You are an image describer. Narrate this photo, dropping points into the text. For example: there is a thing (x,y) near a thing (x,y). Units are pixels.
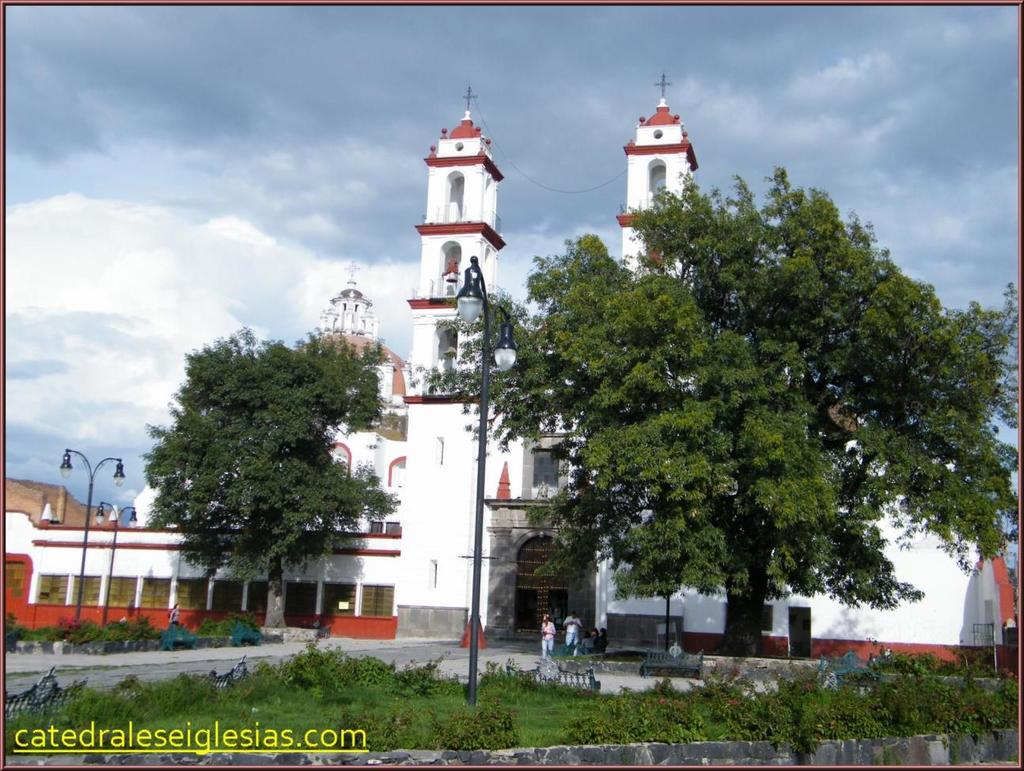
In this picture I can observe building (420,526) in the middle of the picture (430,430). In front of the building (585,590) there are trees (319,409) and some plants (438,685) on the ground (454,721). In the background (147,202) I can observe some clouds (166,155) in the sky (668,95).
